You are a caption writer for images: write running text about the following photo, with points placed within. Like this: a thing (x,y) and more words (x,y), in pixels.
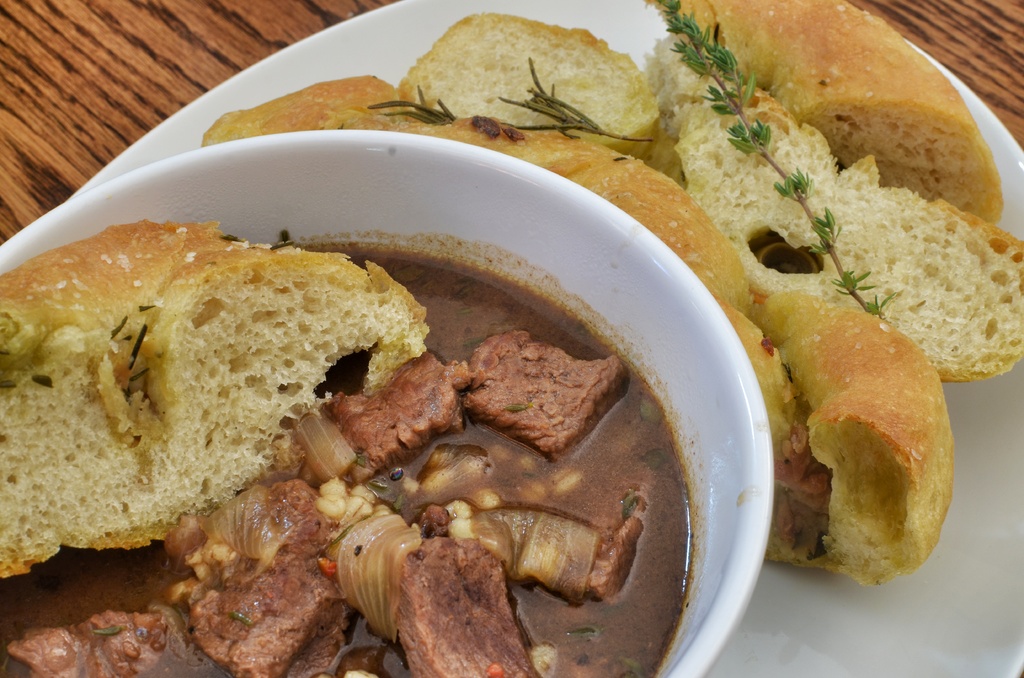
In the center of the image (521,392) we can see a plate (874,606), a bowl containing food (453,406) and breads (759,181) placed on the table (232,19).
